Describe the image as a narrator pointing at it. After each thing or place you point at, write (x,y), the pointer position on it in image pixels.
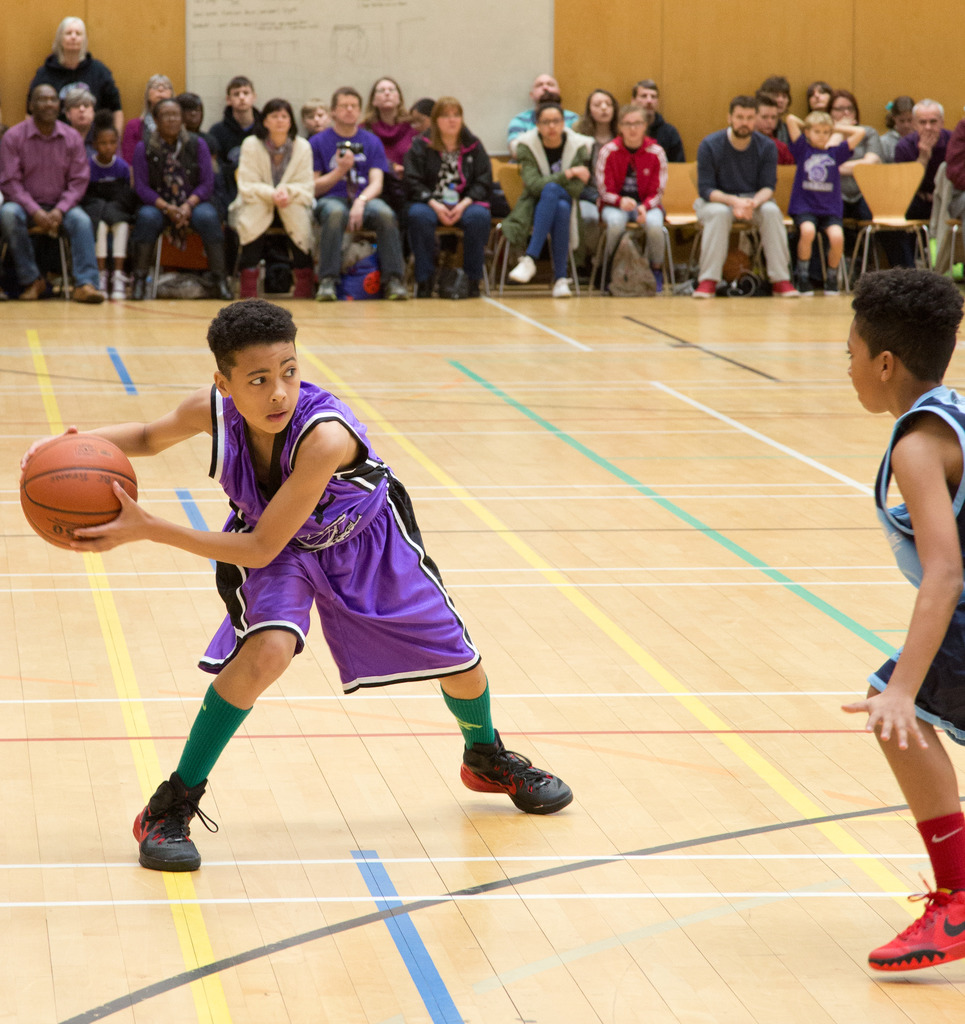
In this picture we can see there are two kids (299,611) standing on the court (455,870) and a boy (237,586) is holding a ball (72,500). Behind the kids (385,563) there are some people (88,179) sitting on chairs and a person (76,75) is standing. Behind the people (637,151) there is a wooden wall (653,59) and a white board (432,53).
